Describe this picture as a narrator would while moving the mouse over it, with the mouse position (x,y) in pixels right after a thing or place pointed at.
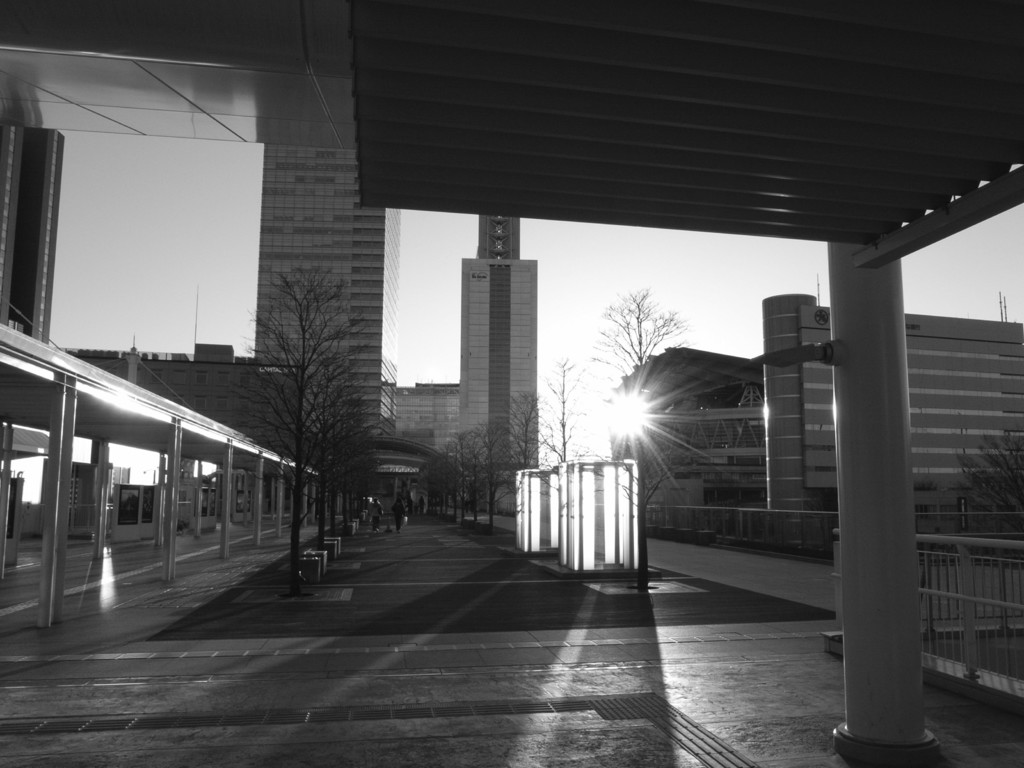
This is a black and white image. At the top (223,75) it is a building (900,712). In the center of the picture (342,476) there are trees (492,476) and pavement (366,587). In the background (201,366) there are buildings (962,463). On the right (991,589) there are trees (1006,451) and railing (942,610). On the left (36,335) there are buildings (239,397). It is sunny.
